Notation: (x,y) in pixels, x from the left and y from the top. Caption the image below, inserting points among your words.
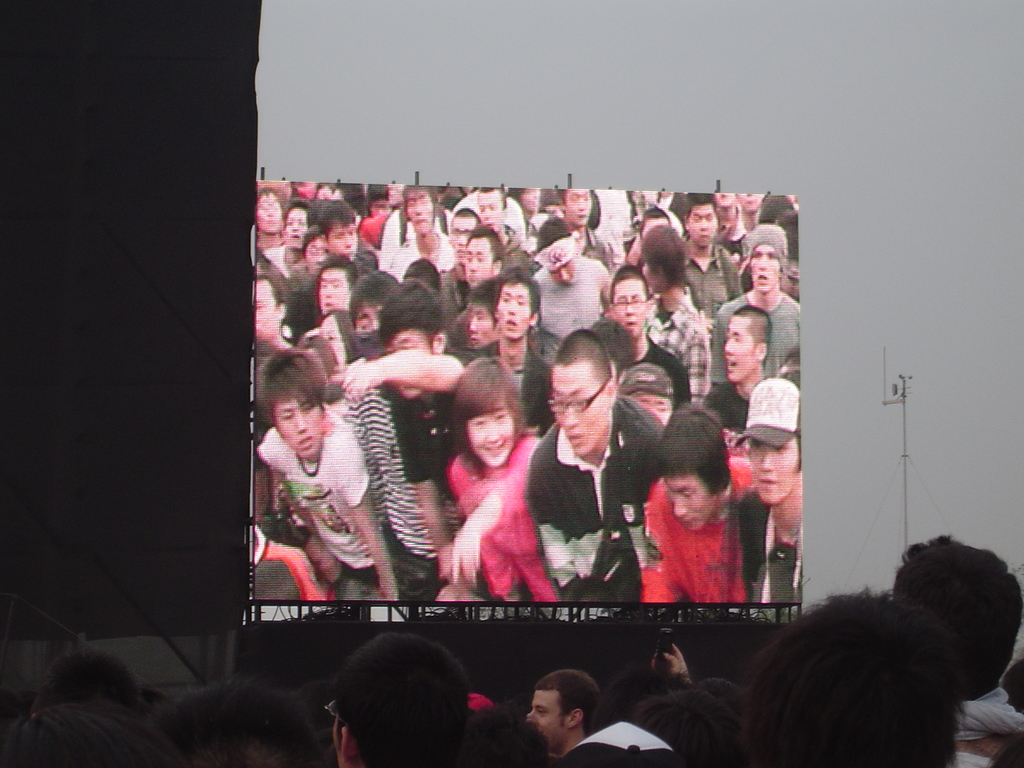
In this picture there is a screen (432,372) in the middle of the image (635,298), In the screen (607,300) there are group of people (544,448) standing. On the left side of the image (140,499) there is a black color cloth (121,361) on the pole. In the foreground (696,726) there are group of people (696,726). On the right side of the image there is a pole (906,541). At the top (763,141) there is sky (707,87).
